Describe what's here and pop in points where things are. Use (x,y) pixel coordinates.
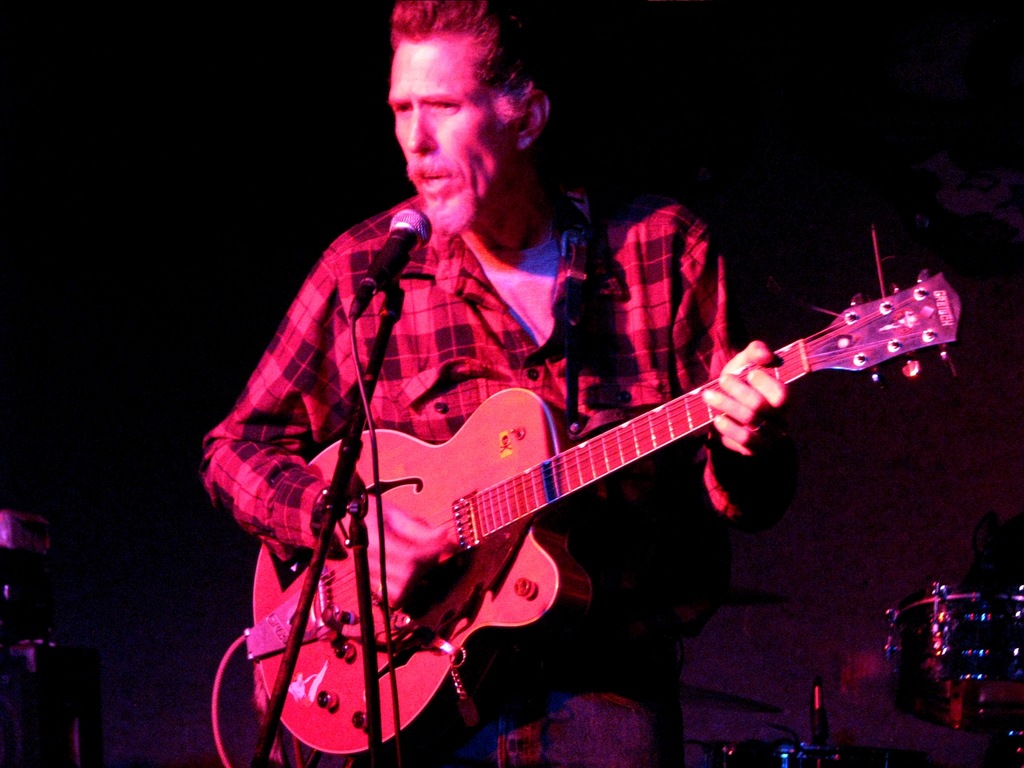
This man (452,138) holds guitar (604,445) in-front of mic (368,288). This is an musical instrument (906,672).
